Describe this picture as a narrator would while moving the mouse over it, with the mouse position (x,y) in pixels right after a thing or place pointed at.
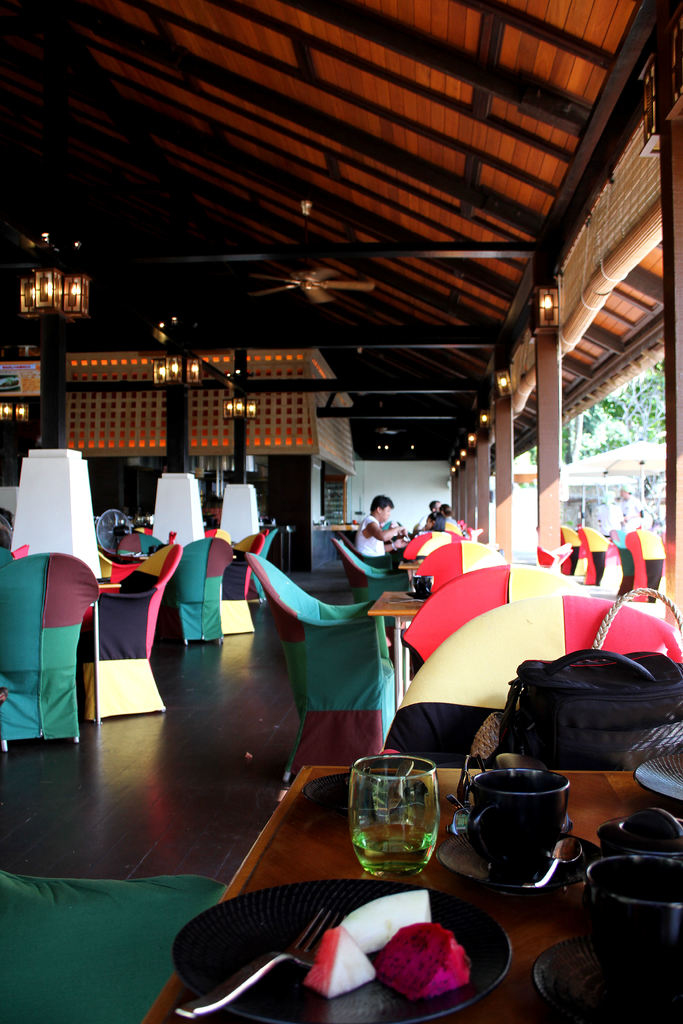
In restaurant (236,624) there are chairs (366,638), tables (400,608). And front table (292,839) there is a glass (415,821), cup (516,852) with a saucers (456,839), a plate (331,906) with black color, a fork (217,999) in it. And some food items (375,964) in it. And a black color bag (556,705). The rooftop (430,316). And a small lamps (48,301) to the pole (51,353).
